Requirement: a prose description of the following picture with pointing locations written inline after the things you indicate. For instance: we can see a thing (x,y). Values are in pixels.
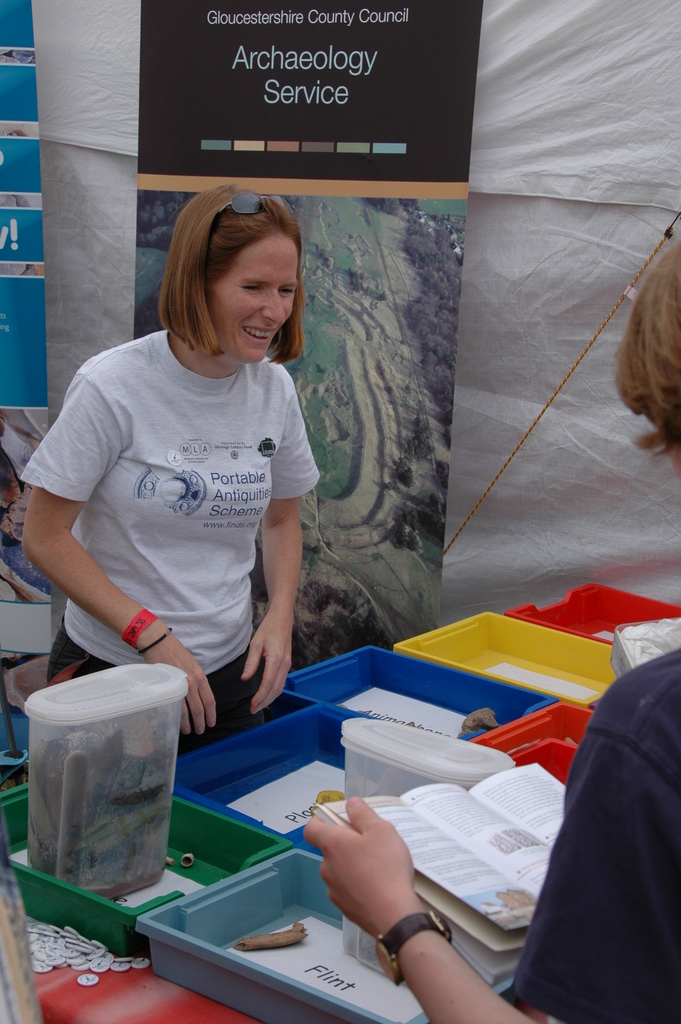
In the image there is a woman (623,882), she is holding a book (478,857) in her hand (402,882) and in front of the women (623,718) there are colorful boxes (250,976) kept on the table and in each box (239,766) there is some paper (307,796) with text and on the other side of the table (110,997) there is another woman (281,558), behind her there are two banners (176,188).
